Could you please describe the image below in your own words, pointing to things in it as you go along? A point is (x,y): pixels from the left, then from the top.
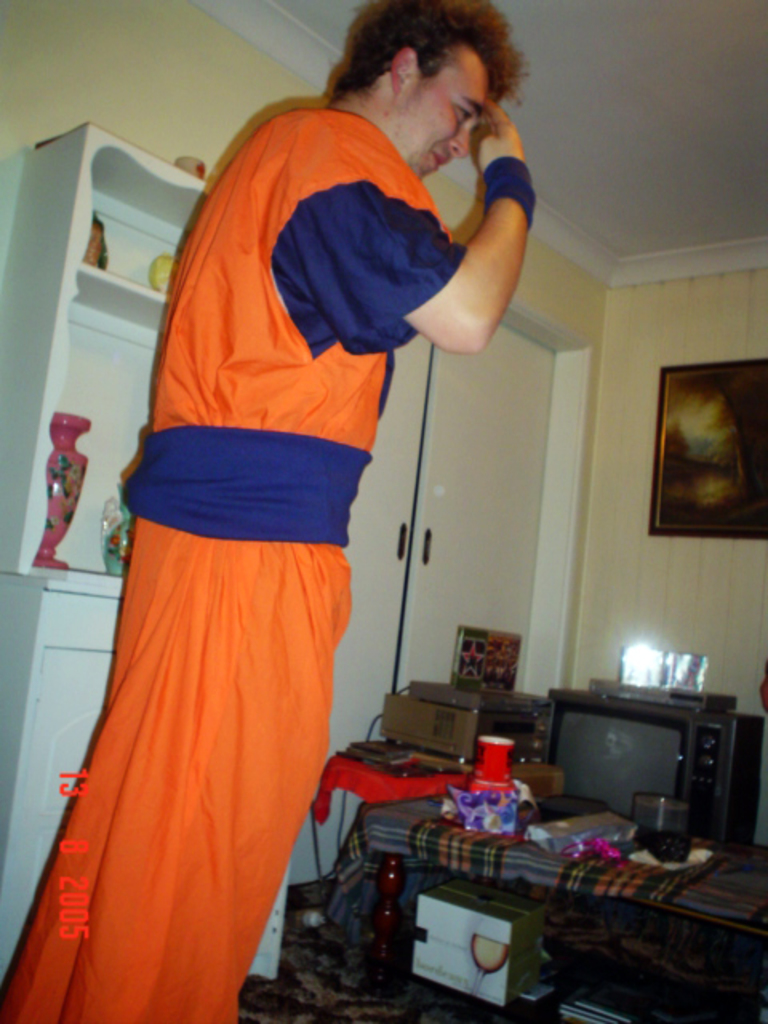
In this image there is a man (250,504) standing. In front of him there is a table (631,880). On the table (582,881) there are boxes (438,731) and a television (585,767). Behind the table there is a wall (653,618). There is a picture frame (725,453) hanging on the wall (637,503). Beside the table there is a door (445,515). To the left (28,389) there is a cupboard (76,369). There are a few objects (110,535) in the cupboard (120,290).
